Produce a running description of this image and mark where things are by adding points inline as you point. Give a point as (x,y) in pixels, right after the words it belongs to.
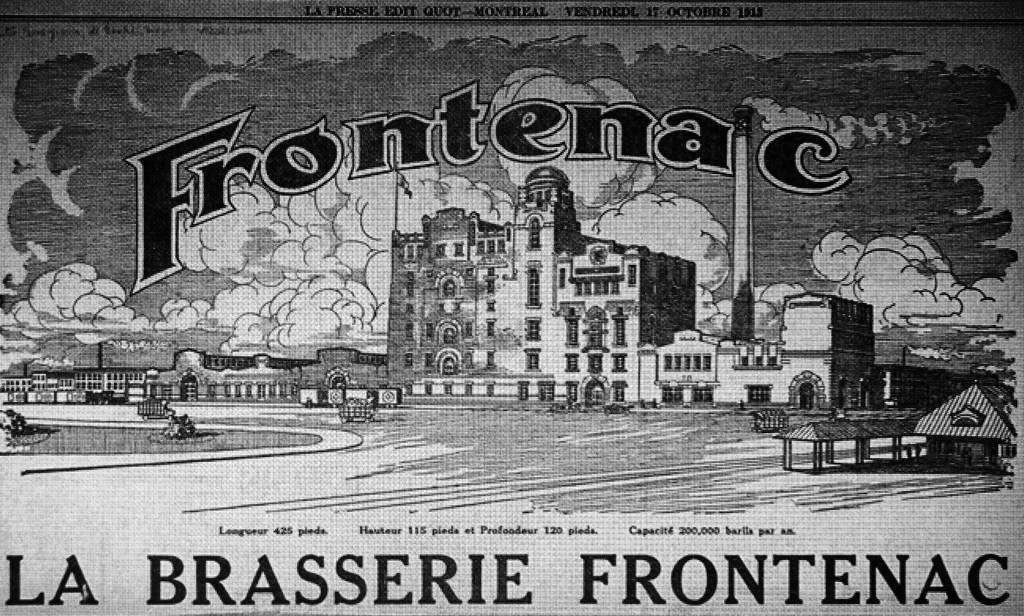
It is a black and white image, in there is a building (536,405) and there are clouds (442,204).
